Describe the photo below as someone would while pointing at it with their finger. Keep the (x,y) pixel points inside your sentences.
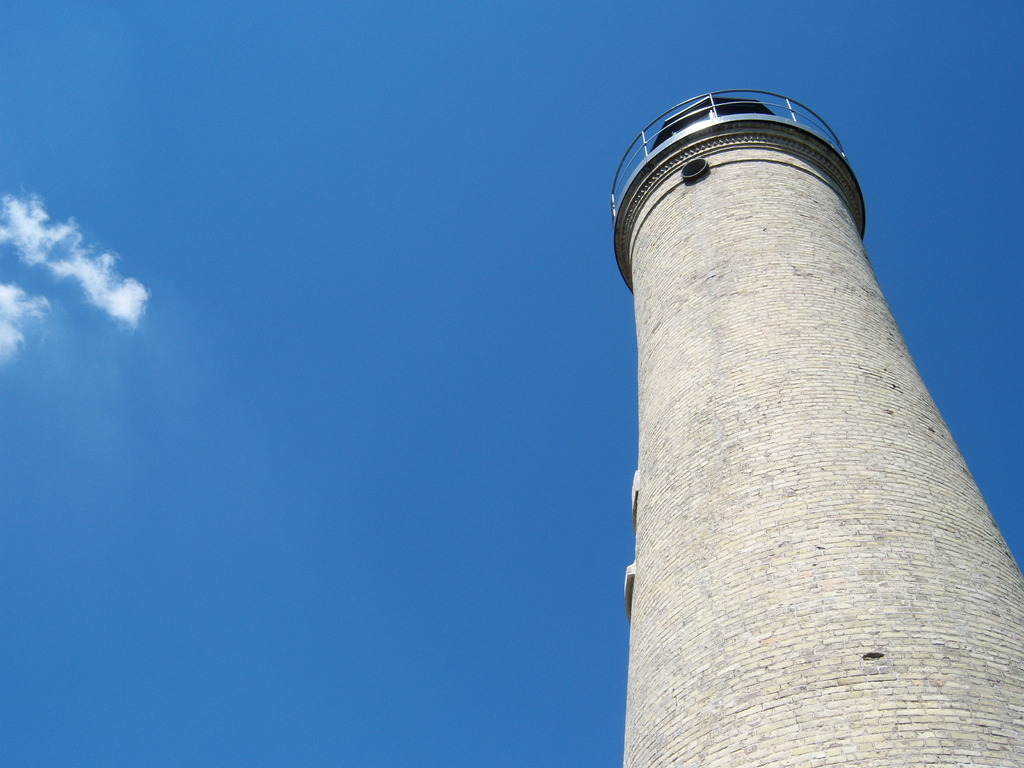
In this image on the right side (696,99), it looks like a tower (870,398) and in the background (353,270), I can see there is a sky (308,198).
